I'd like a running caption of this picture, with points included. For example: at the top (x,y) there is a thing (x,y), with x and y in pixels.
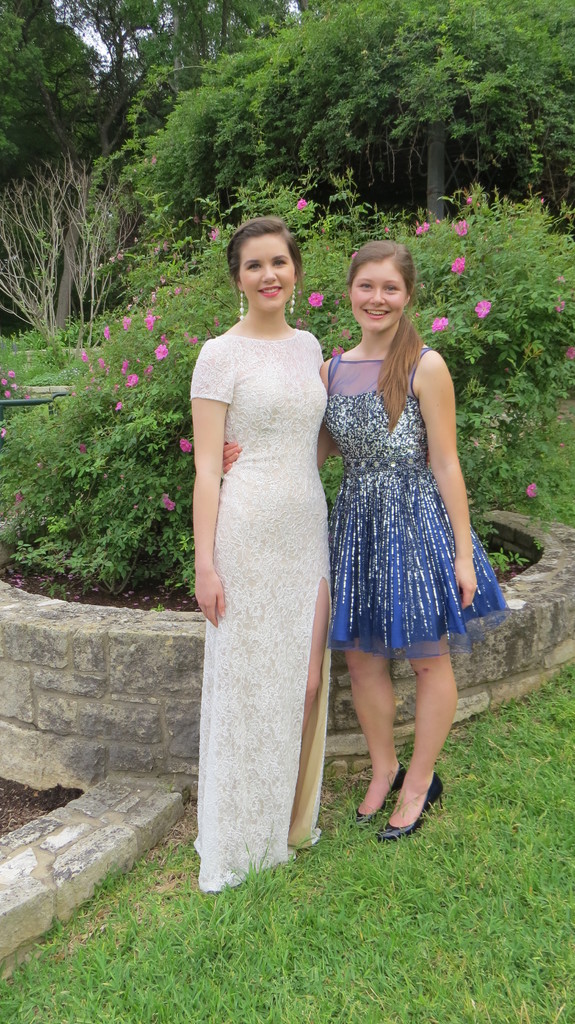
In this picture we can see there are two women (281,620) standing on the grass (214,950). Behind the women (281,517), there is an architecture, a plant (79,421) and trees (25,1). Behind the trees (110,93), there is the sky (96,71).
